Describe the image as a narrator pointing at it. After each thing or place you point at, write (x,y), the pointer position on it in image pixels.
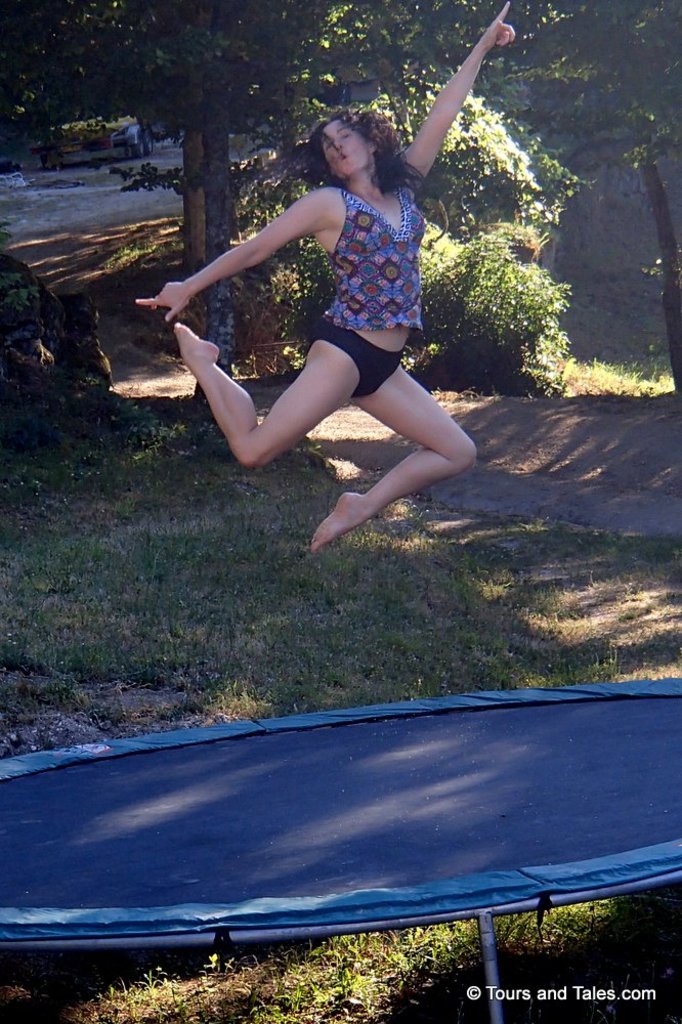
This image consists of a woman (407,275) jumping on the trampoline (213,844). At the bottom (251,905), there is blue color trampoline (297,877) on the green grass (378,1018). In the background (237,174), there are trees (223,35).
